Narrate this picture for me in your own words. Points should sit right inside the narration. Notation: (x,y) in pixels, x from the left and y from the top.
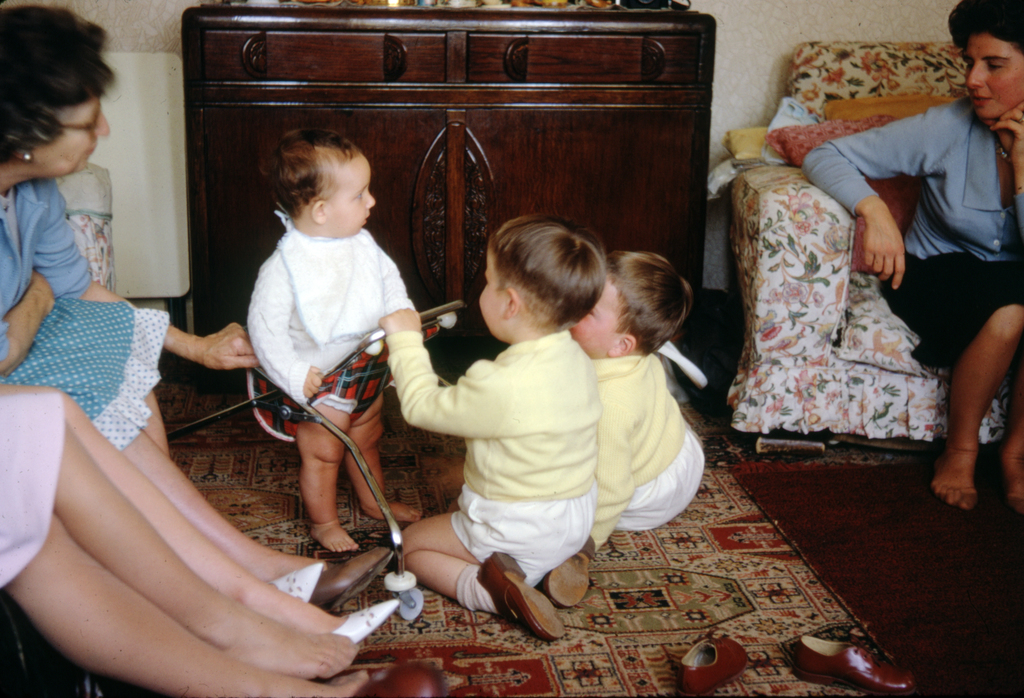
In this image, we can see persons (76,299) and kids (561,345) wearing clothes (571,493). There is a drawer table (547,82) at the top of the image (651,80). There are shoes (705,670) in the bottom right of the image (821,665). There is a person (977,281) on the right side of the image (1023,216) sitting on the sofa (882,298). There is a carpet (724,458) in the middle of the image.
